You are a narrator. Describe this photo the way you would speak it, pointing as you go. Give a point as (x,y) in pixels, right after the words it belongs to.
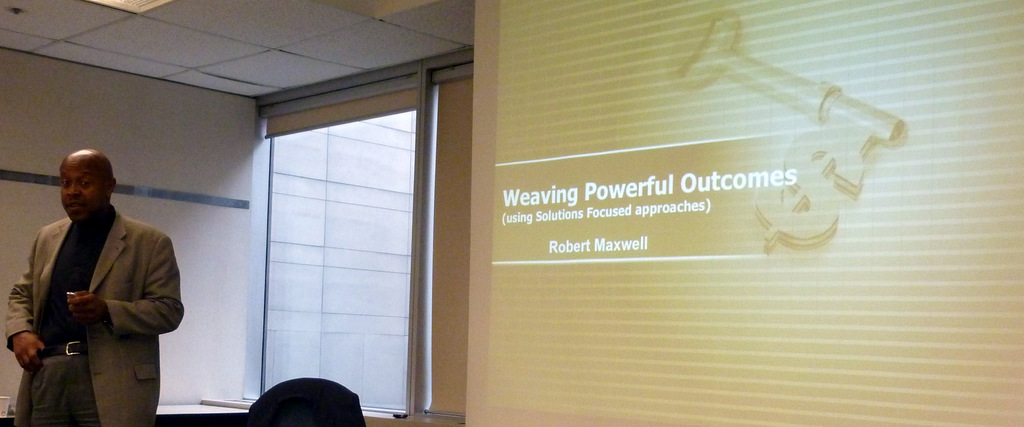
In the image, a man (76,266) is giving a presentation. There is presentation screen (648,342) behind him and something is being projected on that screen (659,195), the person (89,264) is talking something and he is wearing a blazer (152,288) and behind a person (134,293) there is a window (362,222) and in the left side of the window (308,237) there is a wall (64,144).
